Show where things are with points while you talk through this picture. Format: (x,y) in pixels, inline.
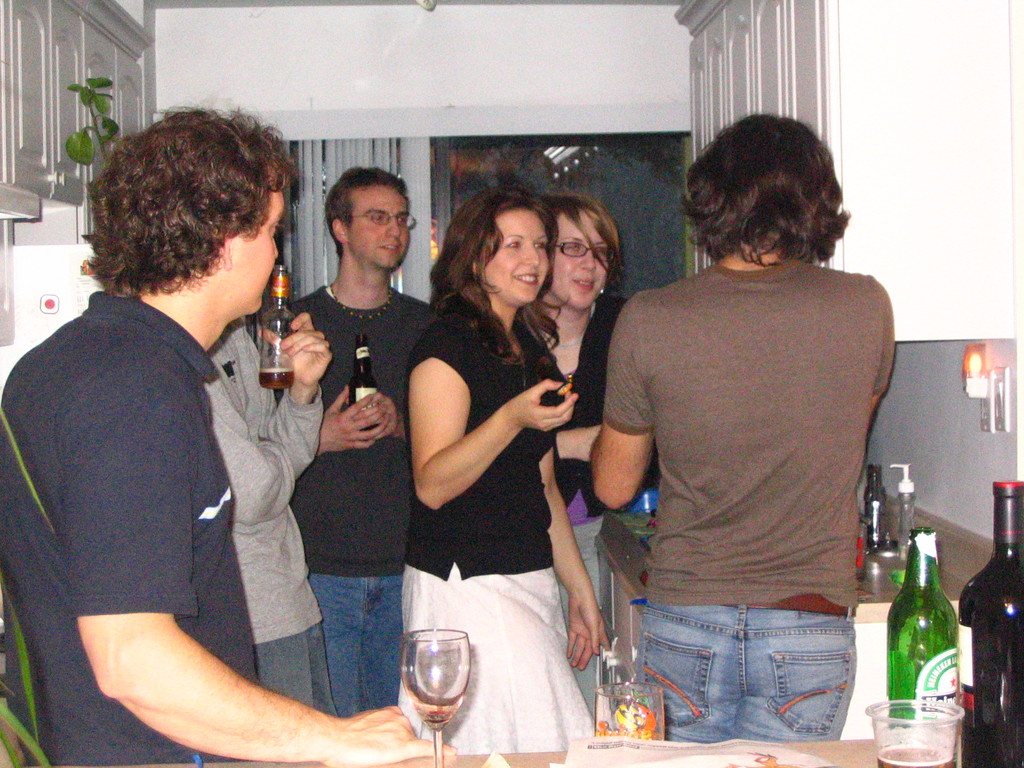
These group of people (754,430) are standing inside this room (827,105). Middle this two persons (342,351) are holding bottles (280,338) and this two woman's (558,289) are smiling wore black dress (532,370) with white skirt (531,643). On this table (847,745) there are bottles (906,694), papers (778,752) and glasses (661,715) with liquid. On top (813,98) there are white cupboards (768,98).
